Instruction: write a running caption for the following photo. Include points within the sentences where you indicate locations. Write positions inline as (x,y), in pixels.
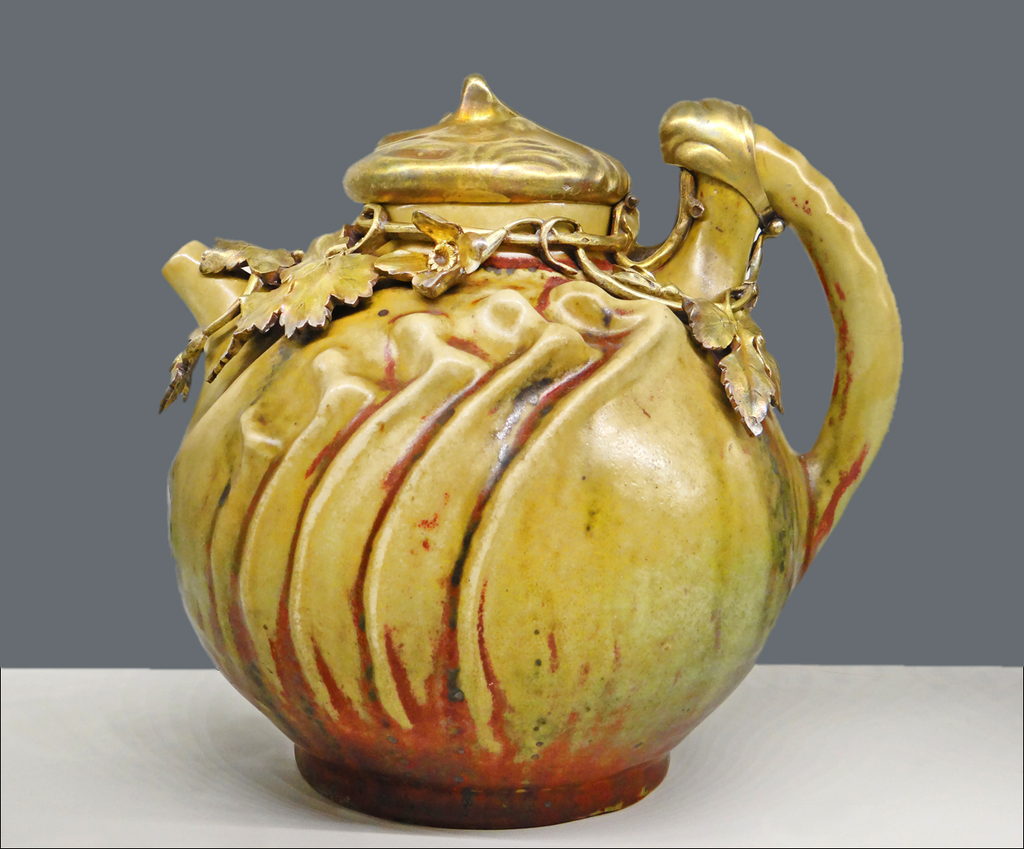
In this image there is a kettle (452,378) on the table (291,743). Kettle (446,730) is having few structures (421,282) of leaves (750,385) on it.
